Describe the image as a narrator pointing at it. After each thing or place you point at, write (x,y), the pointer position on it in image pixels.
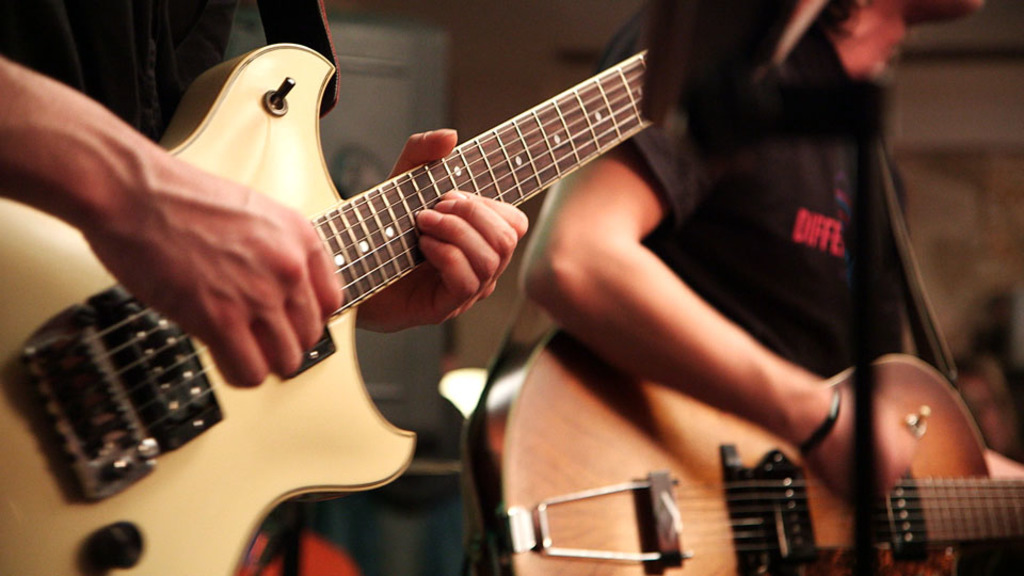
In this image we can see two persons (3,50) holding a guitar (1019,494) in their hand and they are playing a guitar (460,173).
